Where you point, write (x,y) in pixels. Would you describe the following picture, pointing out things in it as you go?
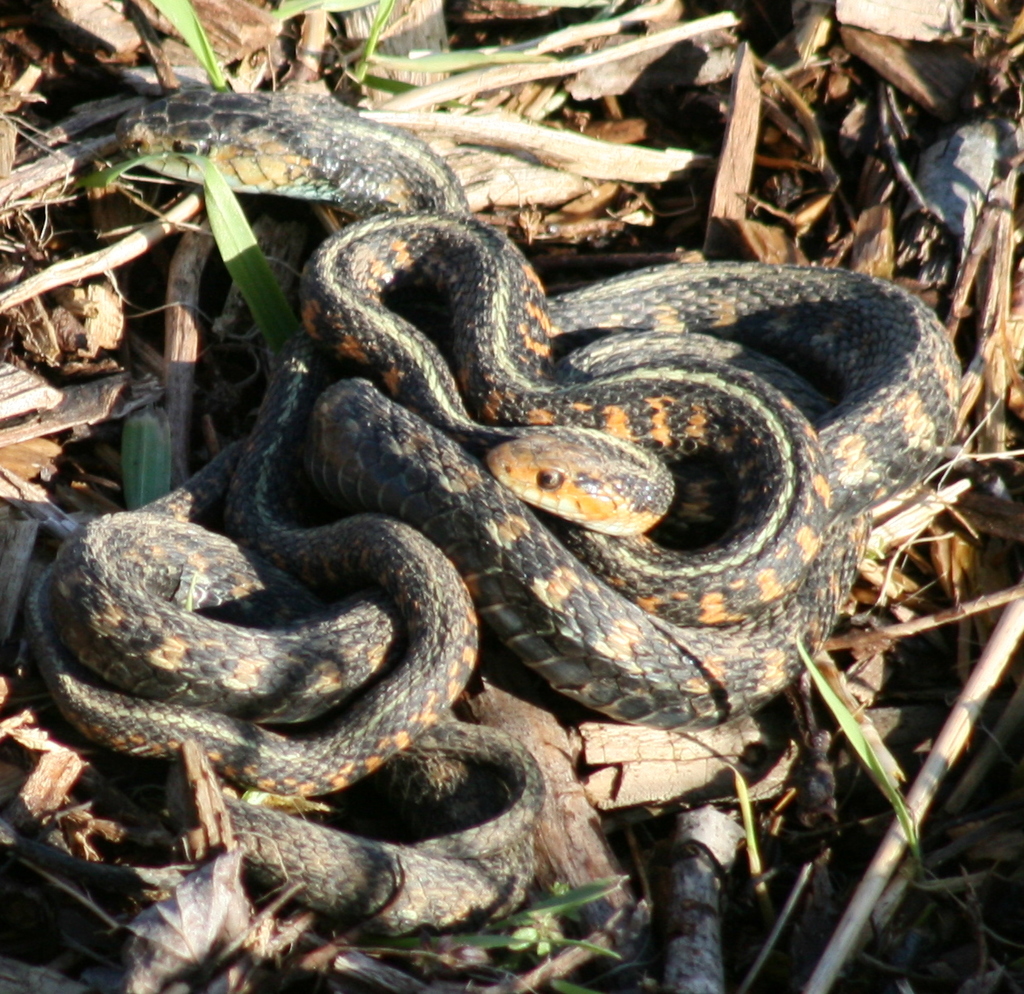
In this image there are snakes (914,388) on the land (618,205) having trash (630,197) and grass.
